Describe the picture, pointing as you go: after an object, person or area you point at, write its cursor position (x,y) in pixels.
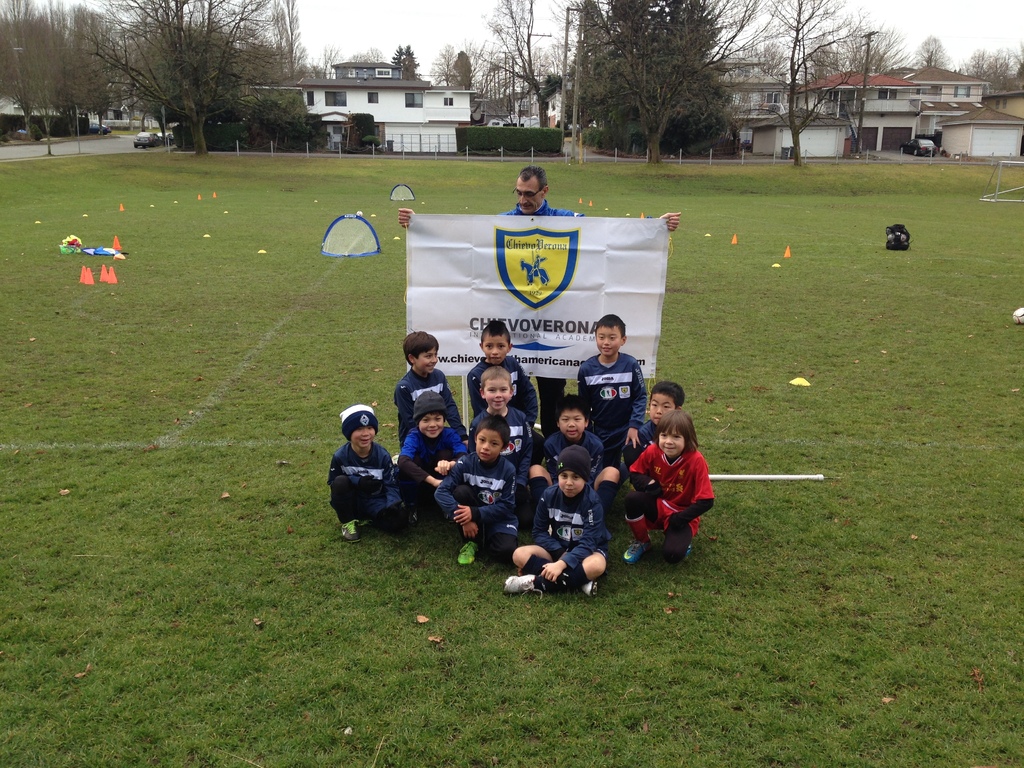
In this image we can see children (605,428) are sitting on the grassy land (952,650) and one man (534,174) is standing by holding a poster (456,293) in his hand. There are trees (504,76) and buildings (323,109) in the background (477,111). We can see orange color objects (733,239) on the grassy land (717,209).
